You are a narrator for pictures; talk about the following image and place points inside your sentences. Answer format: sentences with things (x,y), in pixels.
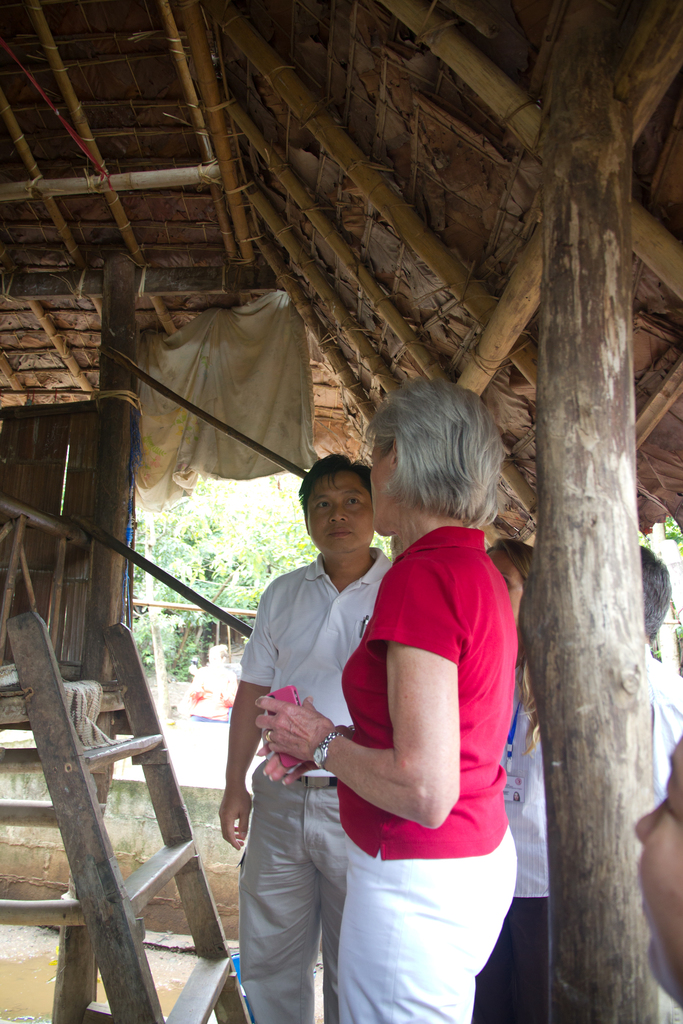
In this image we can see a man (348,649) and a woman (413,673) standing under a roof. We can also see a ladder (138,878) and a cloth (292,404) which is tied to a roof (334,437). On the backside (228,534) we can see some trees (259,523) and a wall (219,822).
